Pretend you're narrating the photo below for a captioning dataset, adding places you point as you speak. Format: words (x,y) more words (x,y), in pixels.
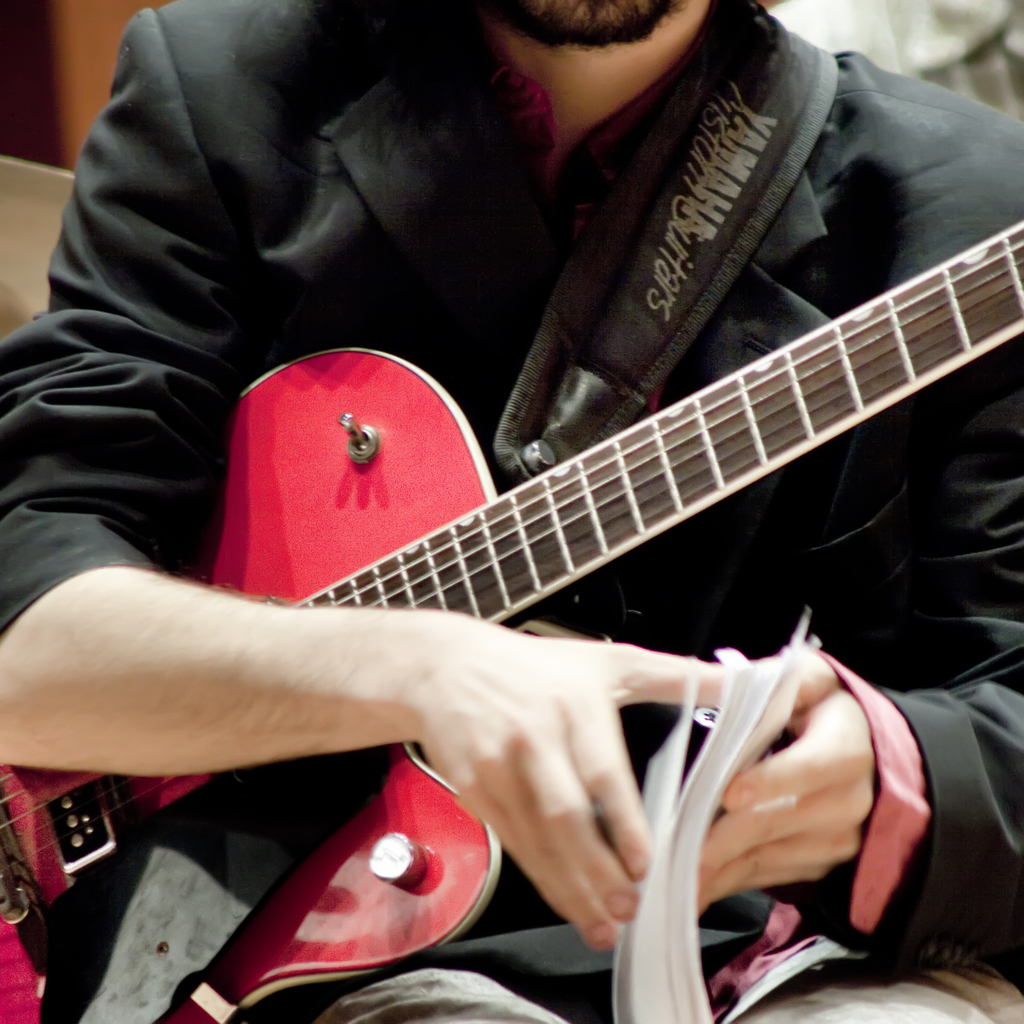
This image I can see a person (350,315) is holding a guitar (437,496) and a book (744,666).
